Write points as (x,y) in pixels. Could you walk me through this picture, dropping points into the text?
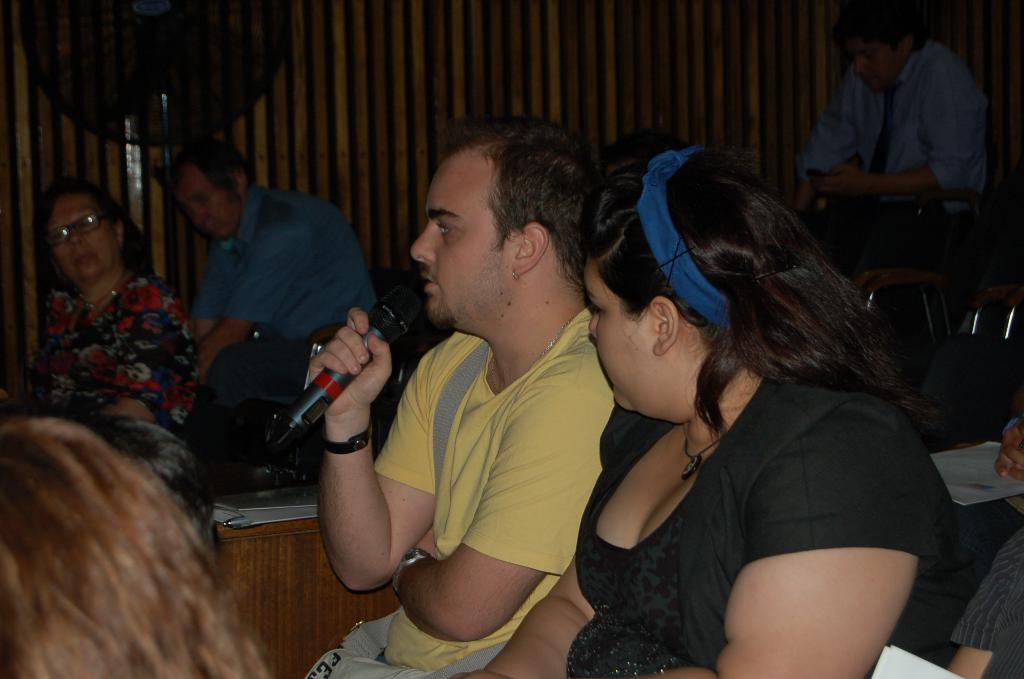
In this image we can see this person (417,436) wearing yellow T-shirt (417,436) is holding a mic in his hands (346,376). In the background (936,135), we can see these people (73,214) are sitting and a wooden wall (342,74) here.
